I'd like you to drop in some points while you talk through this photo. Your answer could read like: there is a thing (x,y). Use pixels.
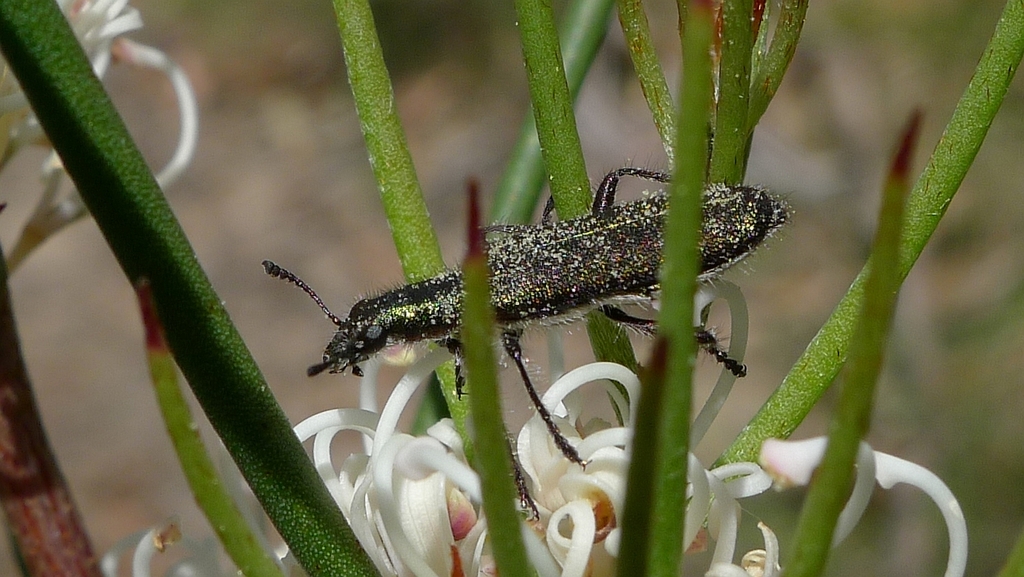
In this image there is an insect (615,268) on a plant (653,395), in the background (983,358) it is blurred.
